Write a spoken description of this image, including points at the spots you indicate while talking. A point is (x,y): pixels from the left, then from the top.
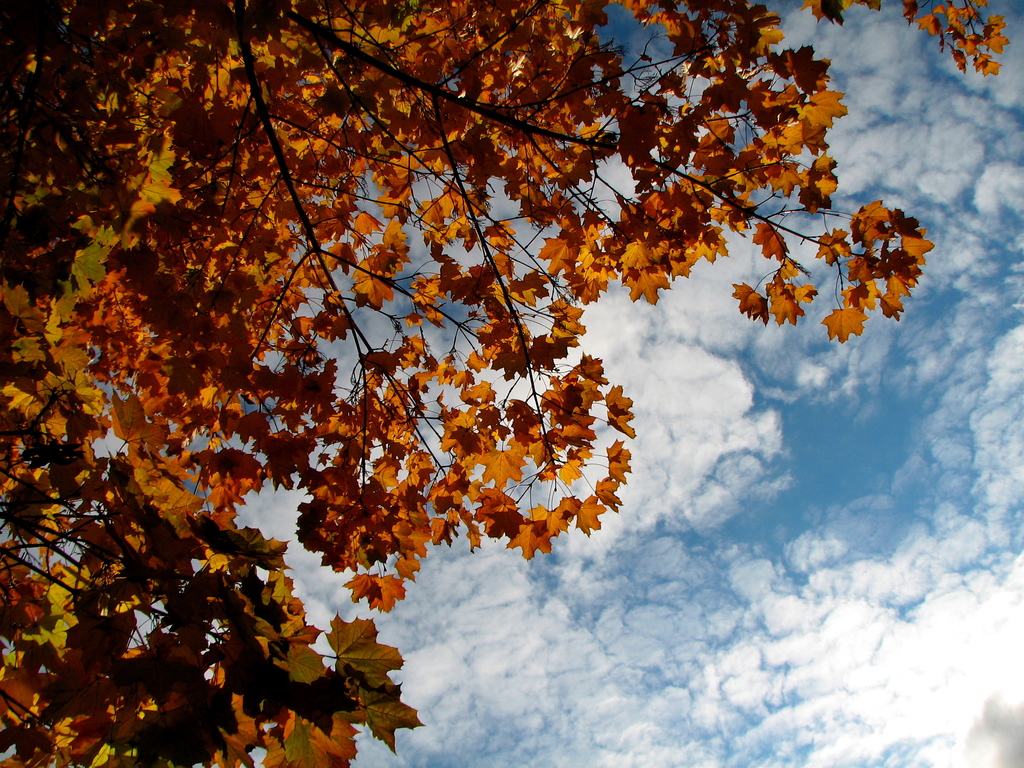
In this image we can see there is a tree (251,314) and sky (739,447).
